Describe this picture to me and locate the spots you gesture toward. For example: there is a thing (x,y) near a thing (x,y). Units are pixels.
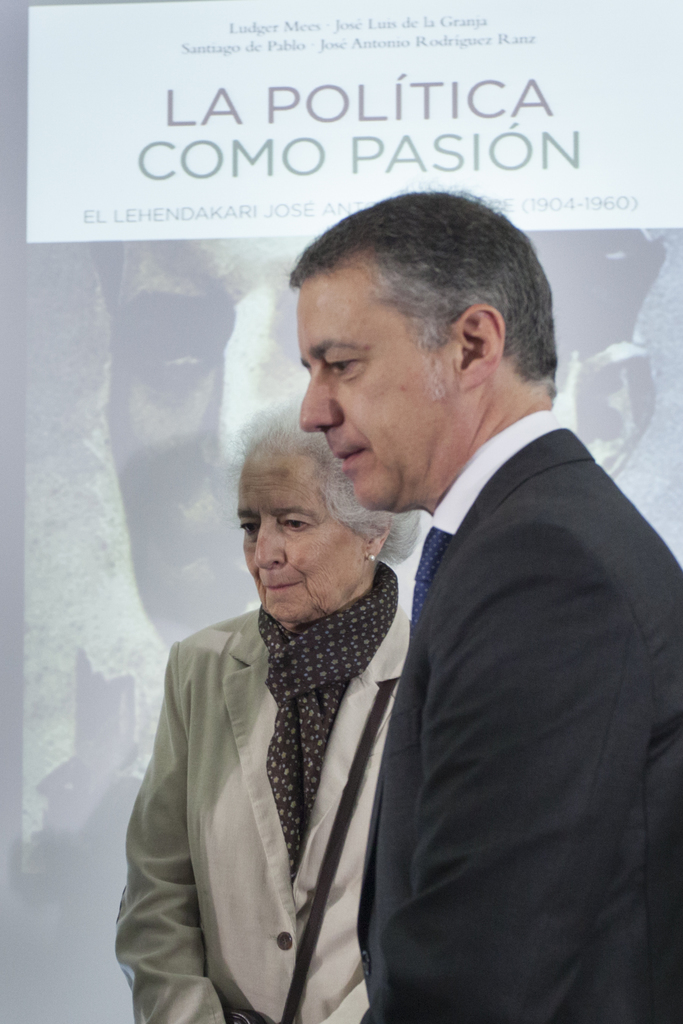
In the center of the image (347,646) we can see two persons (430,694) are standing. In the background (616,203) there is a banner (610,194). On the banner (570,259), we can see one person (580,259) and some text (573,164).
